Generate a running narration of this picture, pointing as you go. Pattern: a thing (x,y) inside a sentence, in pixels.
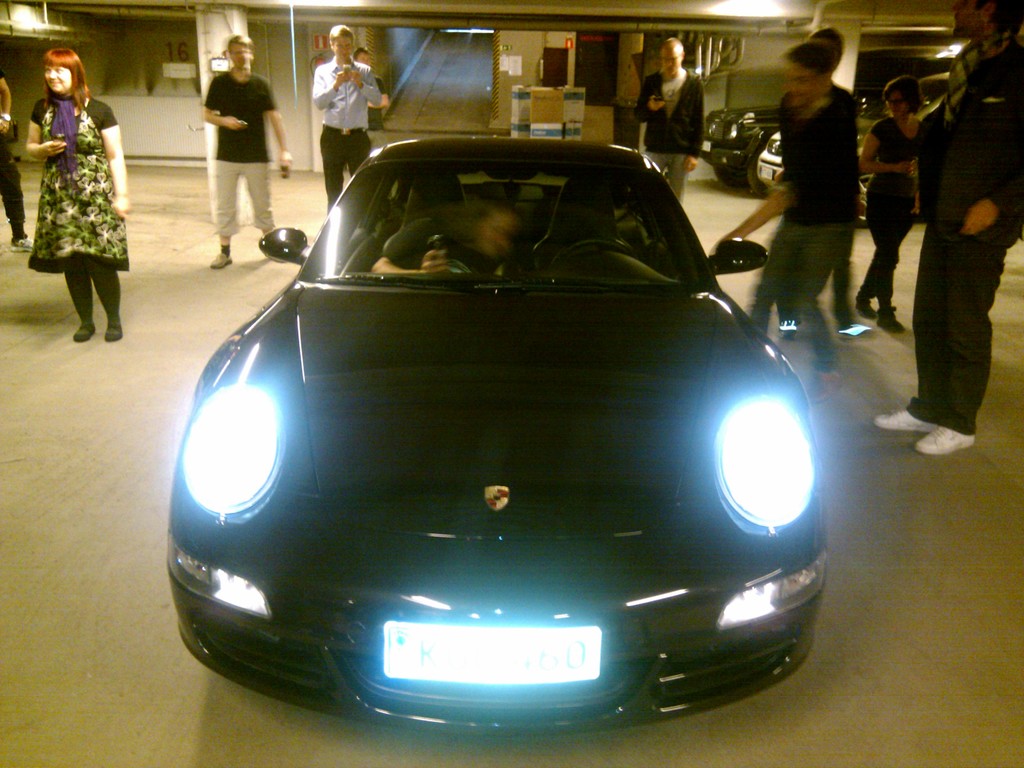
In this picture a black Porsche car (420,465) is on the floor (160,414) with both of its head lights (754,451) on and in the background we find people (53,227) clicking images and staring at the car (595,312).
